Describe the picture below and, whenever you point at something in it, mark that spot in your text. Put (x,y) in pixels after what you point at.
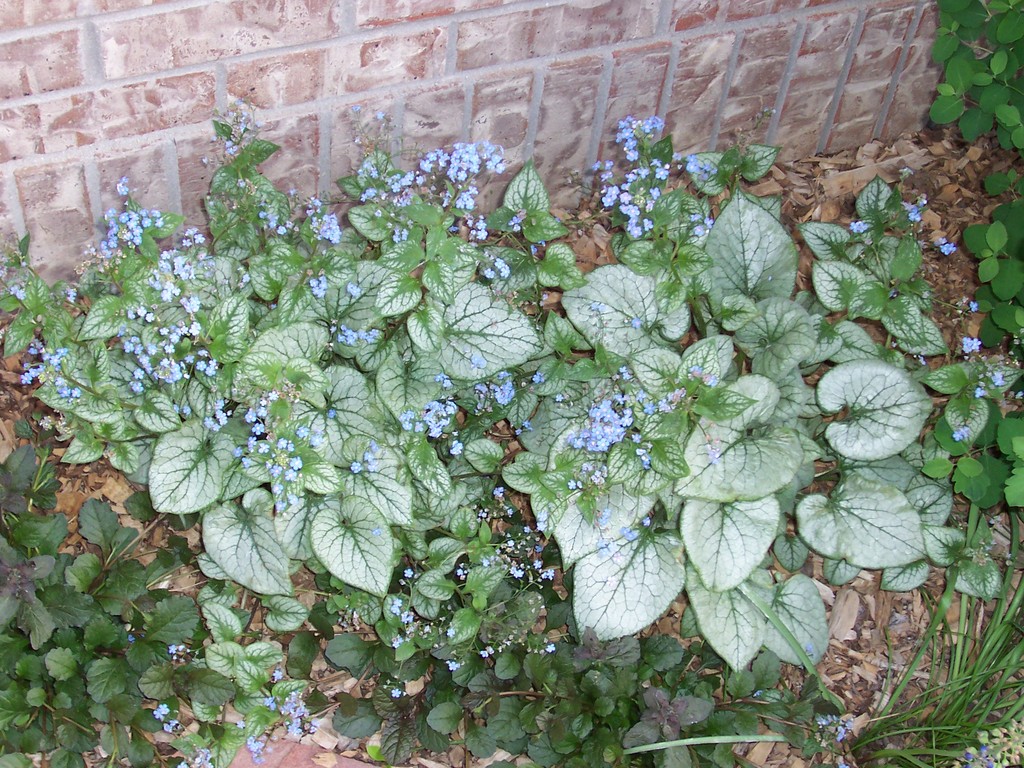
In this picture there are some green plants (415,518) on the ground (413,549). Behind there is a brown color brick wall (560,118).
